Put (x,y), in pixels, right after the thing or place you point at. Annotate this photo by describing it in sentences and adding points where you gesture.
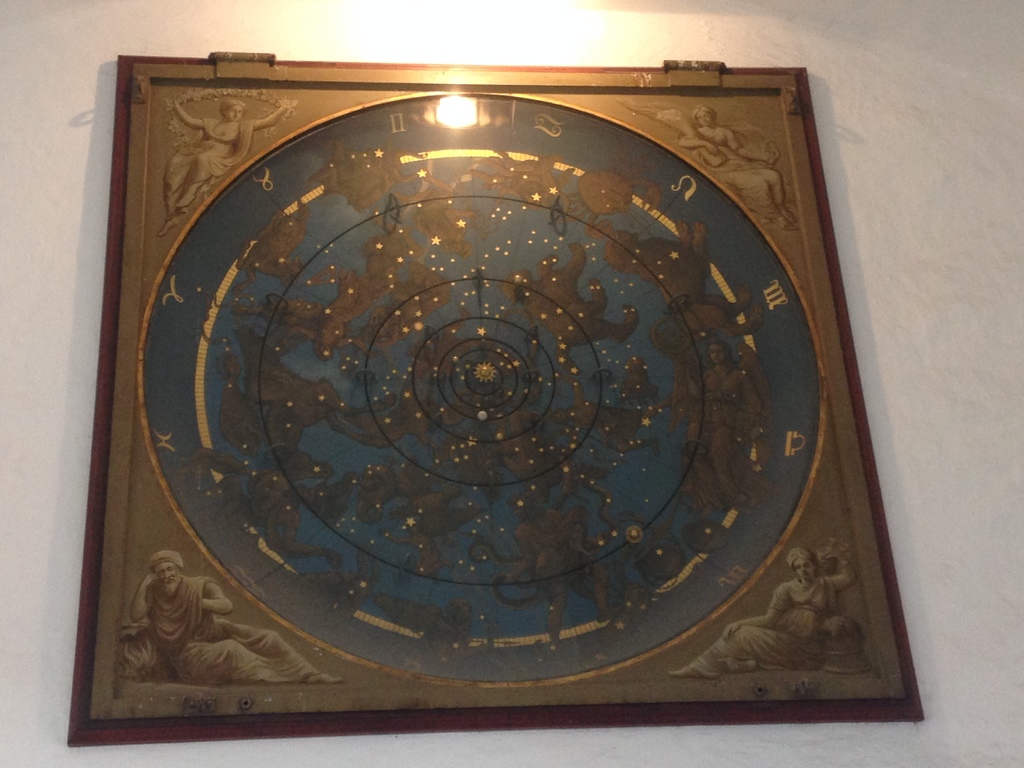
In this picture, we can see a frame (449,450) of a zodiac sign (637,423) on the wall (982,755). Top of the image (280,22), we can see light focus (519,44).
